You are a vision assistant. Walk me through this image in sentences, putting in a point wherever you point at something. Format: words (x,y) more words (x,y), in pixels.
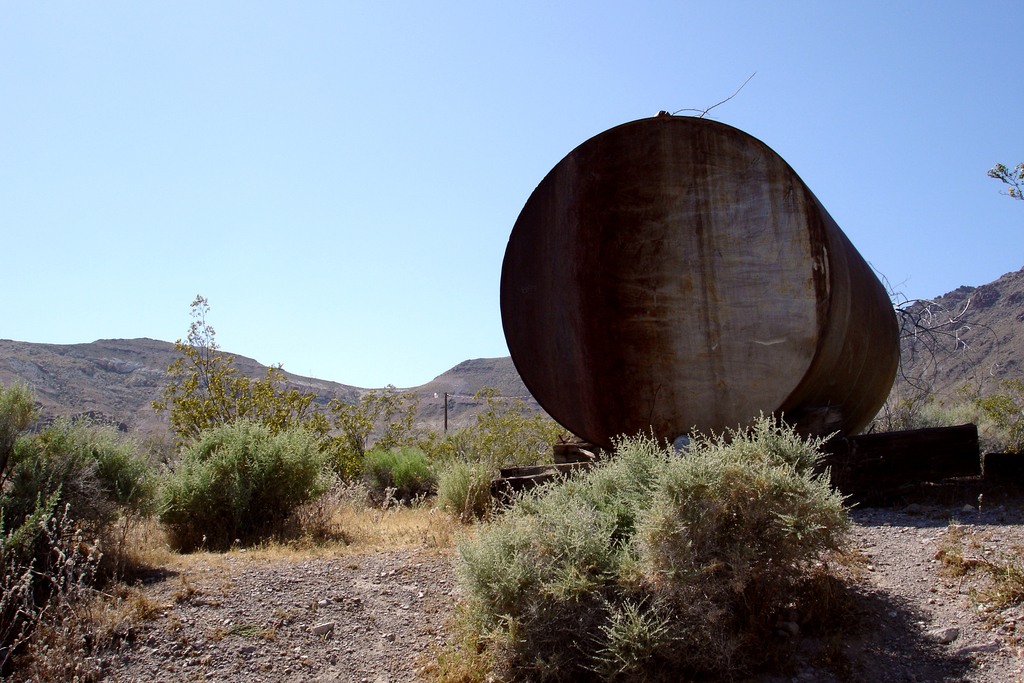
In this picture I can observe a container (644,334) on the right side (717,378). There are some plants (411,477) on the ground (413,528). In the background (144,382) there are hills (112,381) and sky (316,265).
